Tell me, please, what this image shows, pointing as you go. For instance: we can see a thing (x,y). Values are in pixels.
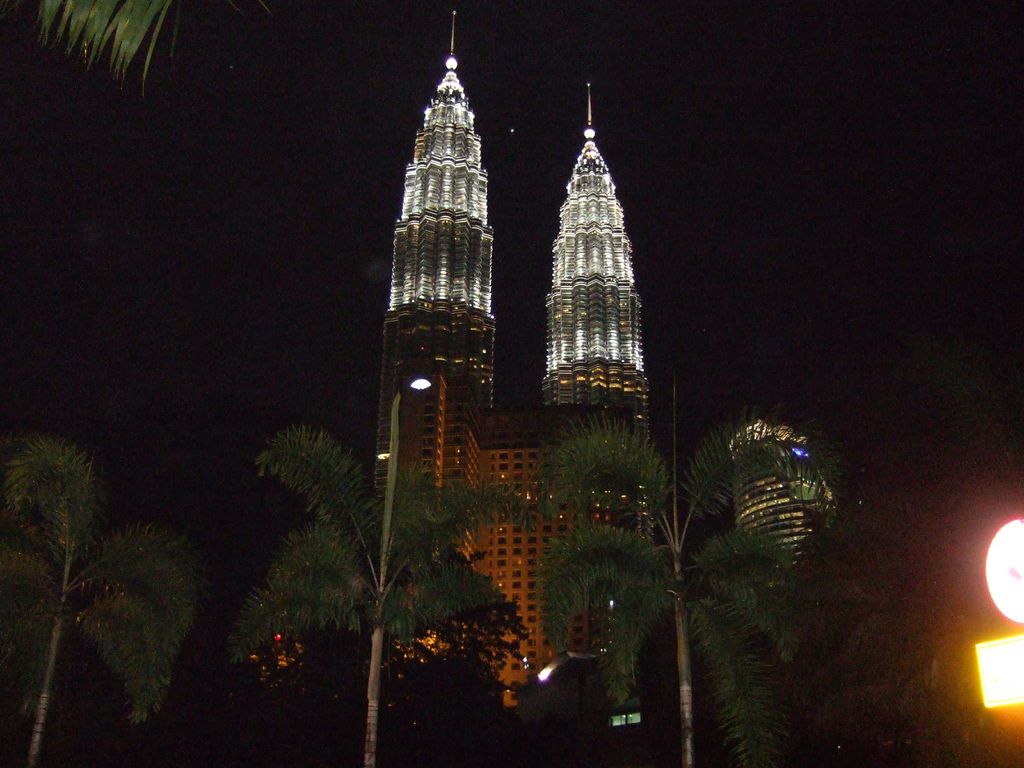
This is an image clicked in the dark. In the middle of the image (561,391) there is a building (456,286). At the bottom (63,539) there are trees (626,538). In the bottom right-hand corner (1008,676) there are two lights (1001,663).
